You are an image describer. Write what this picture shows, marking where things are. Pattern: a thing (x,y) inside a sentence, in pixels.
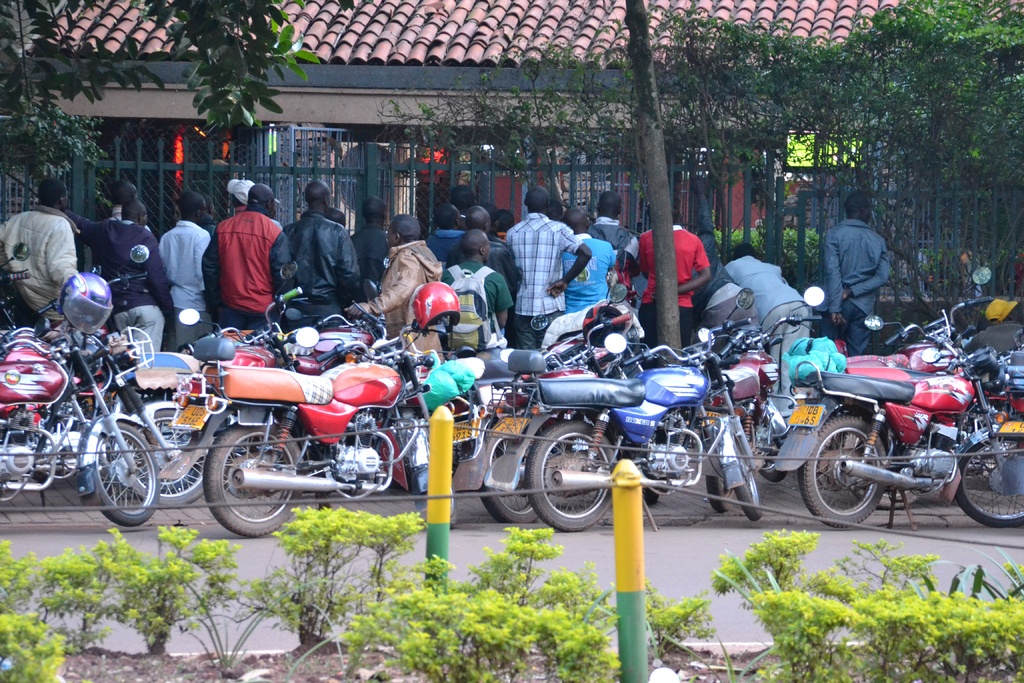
In this picture I can see few motorcycles (394,396) and few people (341,293) standing and I can see a house (819,16) and few trees (231,63) and a metal fence (71,167) and I can see plants (33,661).
